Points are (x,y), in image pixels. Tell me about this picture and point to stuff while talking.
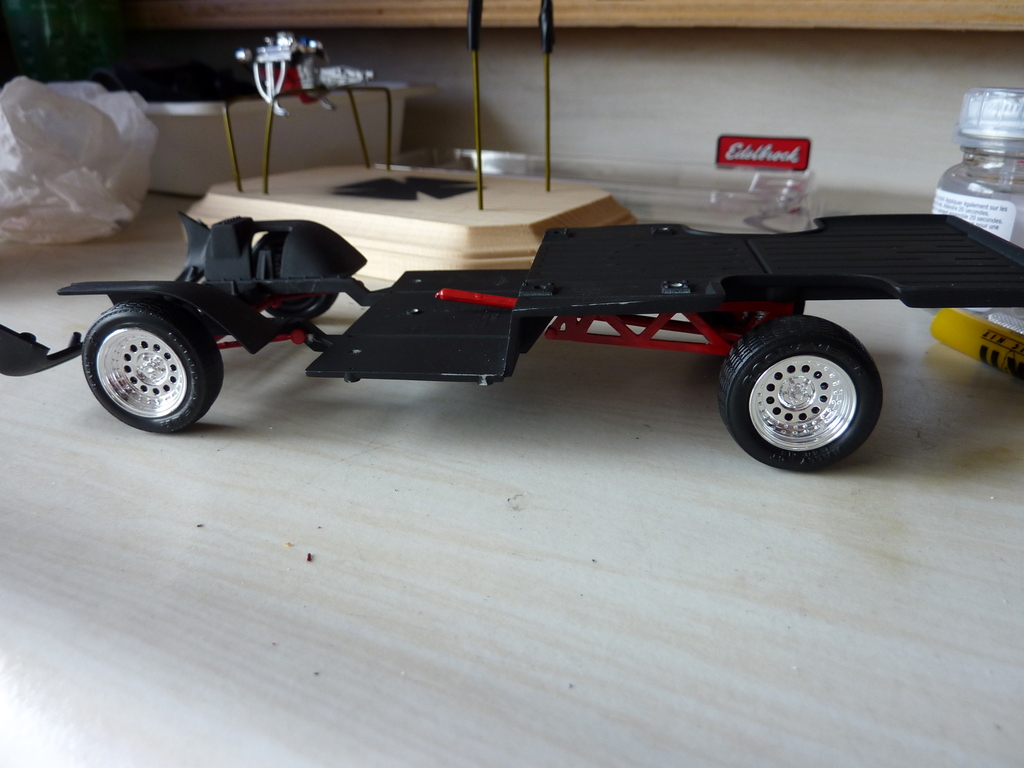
In this picture, we can see a black toy (916,222), small glass bottle (981,216), polythene bag (118,141), a wooden object (405,199) and other things (450,163).
